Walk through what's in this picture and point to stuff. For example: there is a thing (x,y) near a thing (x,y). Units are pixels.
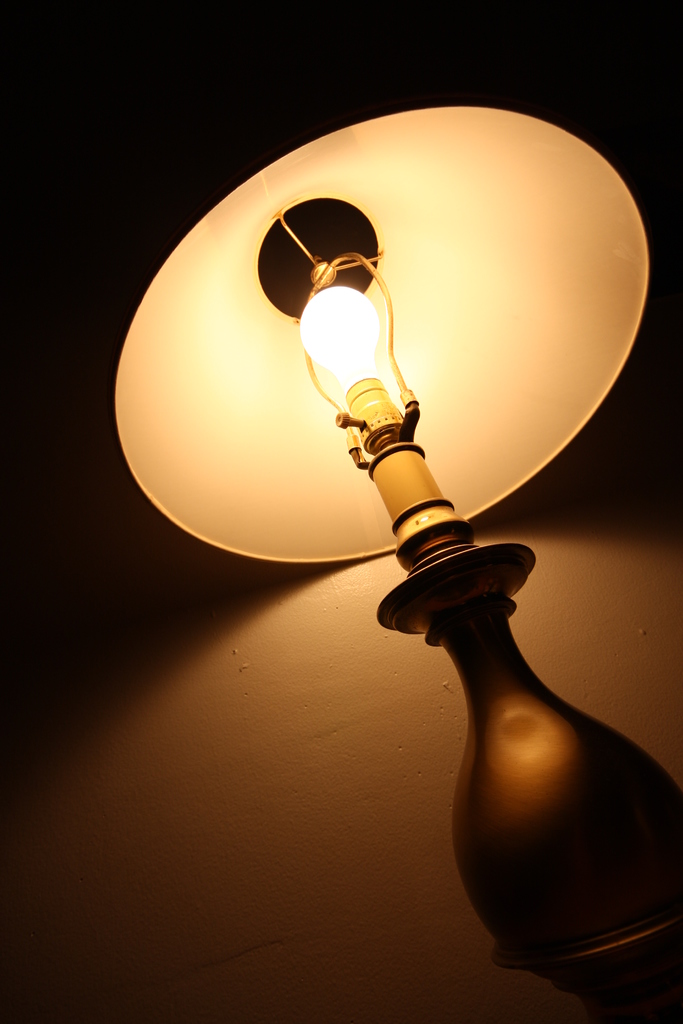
This is a lamp (564,774). I can see a bulb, which is fixed to the socket (375,431). This is a body (512,799) of the lamp (448,643). I think this is a lamp shade (360,142). The background (63,372) looks dark.
